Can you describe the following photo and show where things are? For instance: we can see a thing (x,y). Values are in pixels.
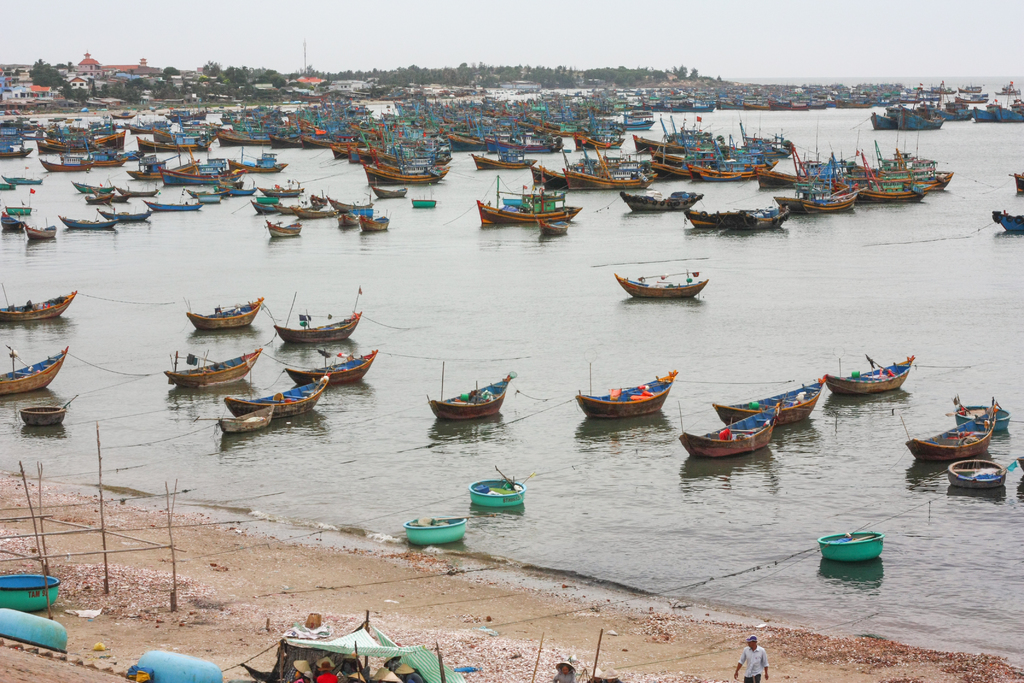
In the image I can see boats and some other objects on the water (538,278). In front of the image I can see people (346,672), tent (340,656) and some other objects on the ground (249,601). In the background (276,102) I can see trees (170,89), buildings (150,90), the sky (322,56) and some other objects (436,88).
